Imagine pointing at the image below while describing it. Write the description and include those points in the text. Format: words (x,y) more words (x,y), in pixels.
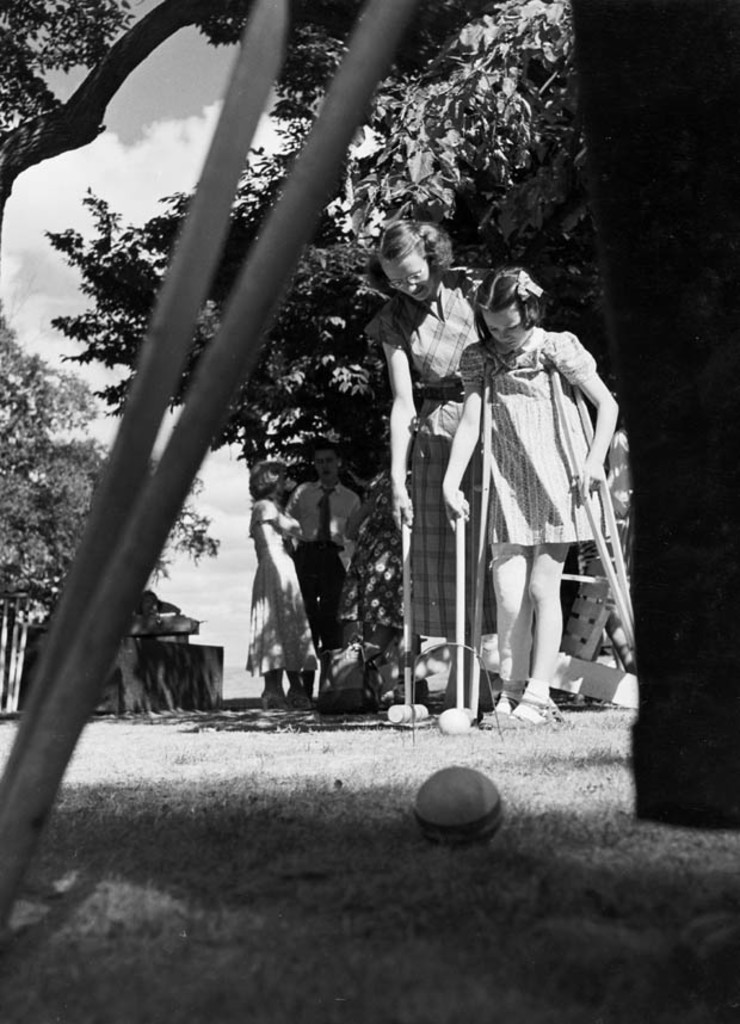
In this image there are people (432,626). On the right (540,694) there is a girl (533,530) standing and holding walking sticks (487,414). At the bottom (342,879) there is grass (449,855). In the background (113,204) there are trees (145,225) and sky (155,192).
